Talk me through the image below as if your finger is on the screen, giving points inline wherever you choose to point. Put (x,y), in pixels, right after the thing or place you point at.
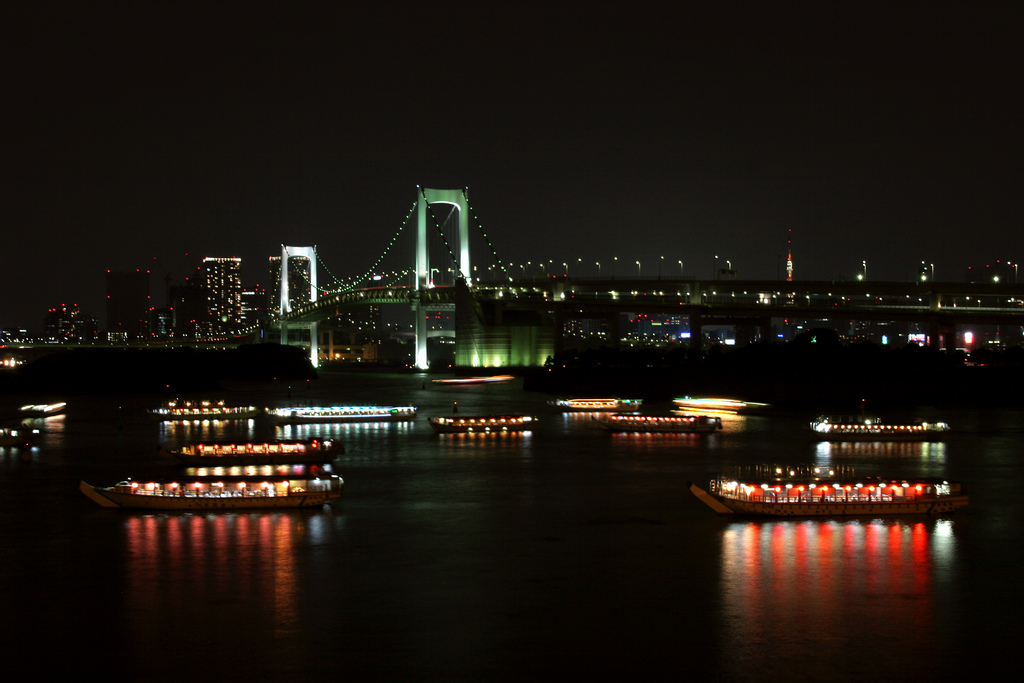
In this image there is water (712,518) and we can see boats (931,505) on the water (425,568). In the background (490,364) there is a bridge (423,269), buildings (256,300), poles (681,264), lights (521,266) and sky (473,156).
